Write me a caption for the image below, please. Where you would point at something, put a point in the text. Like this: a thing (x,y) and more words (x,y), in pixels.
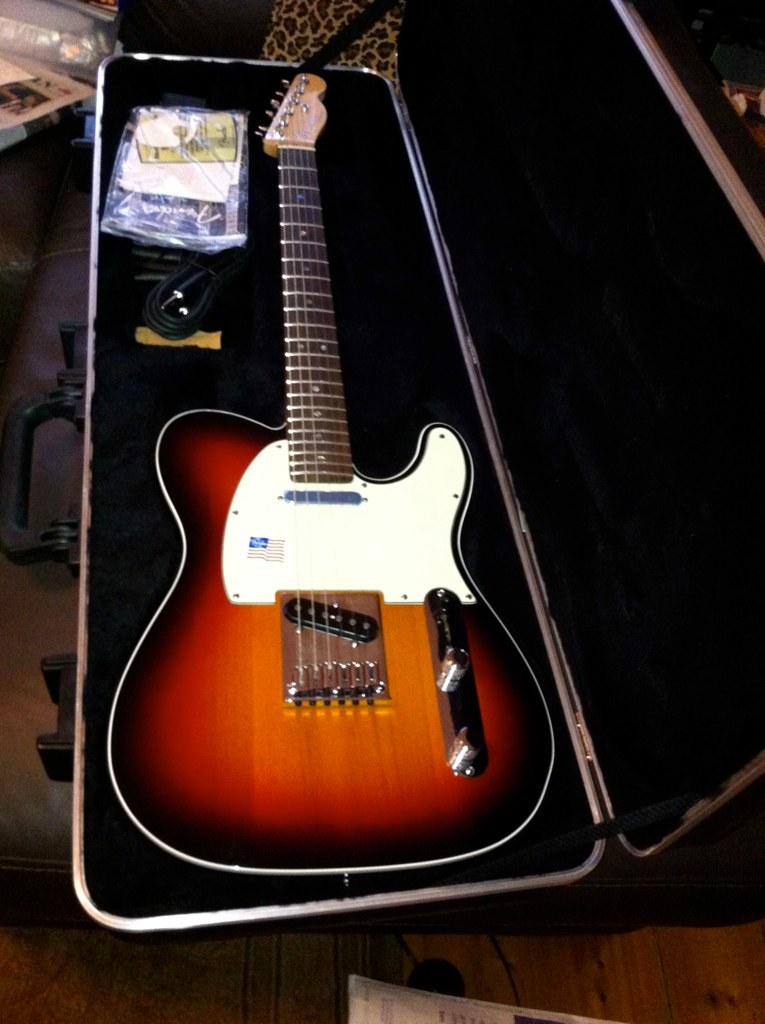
In this image there is a guitar (306,439) in the box (359,404) and there are objects (179,273) which are black and white in colour and the box (547,235) is black in colour. On the left side (26,109) there are objects (34,80) on the ground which are visible.
